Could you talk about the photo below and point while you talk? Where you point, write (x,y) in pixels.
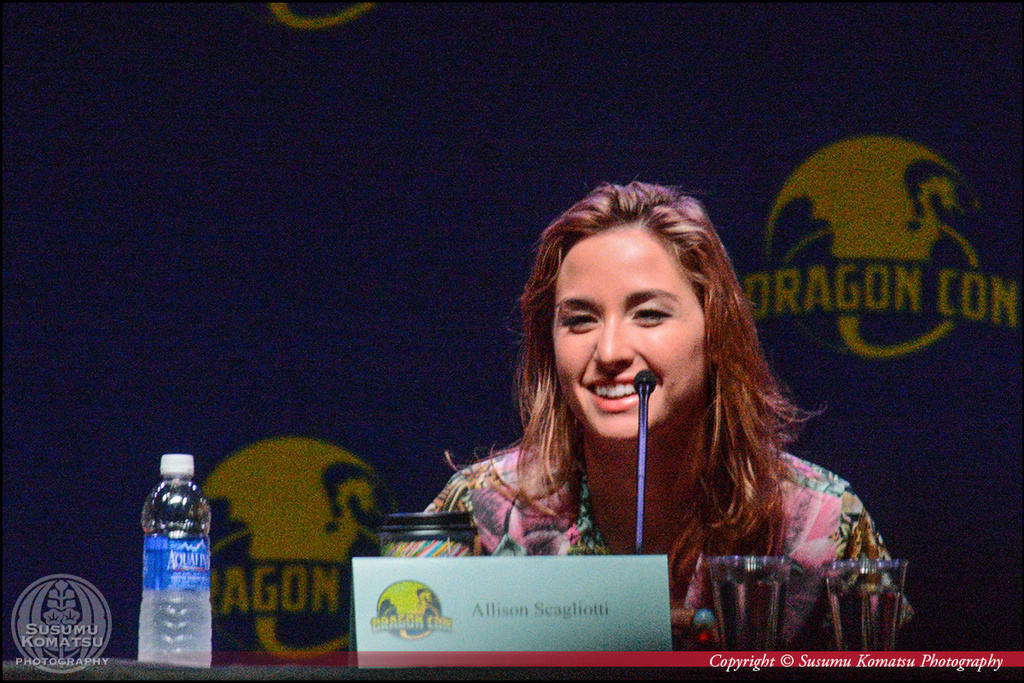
Here in this picture we can see a woman (610,489) sitting on a chair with table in front of her and on that table (276,670) we can see a bottle (208,582) a tin (440,538) and couple of glasses (715,589), a name board (627,596) and a microphone (644,372) on it over there and we can see she is smiling and behind her we can see a banner (411,475) present over there.
